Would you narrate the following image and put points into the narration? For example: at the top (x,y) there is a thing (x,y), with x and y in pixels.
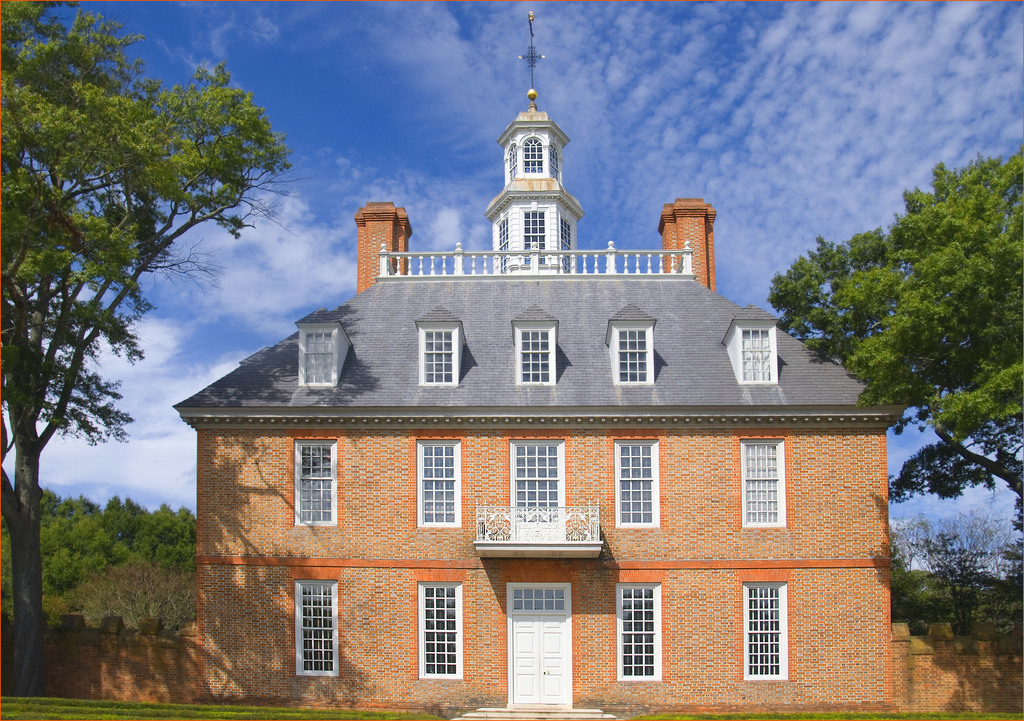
In this image we can see the house (490,450) with the windows (549,601) and also a door (513,656). We can also see the stairs (541,713), fencing wall (937,671), grass (148,709), trees (933,562) and in the background (227,33) we can see the sky (752,99) with some clouds (137,428).
